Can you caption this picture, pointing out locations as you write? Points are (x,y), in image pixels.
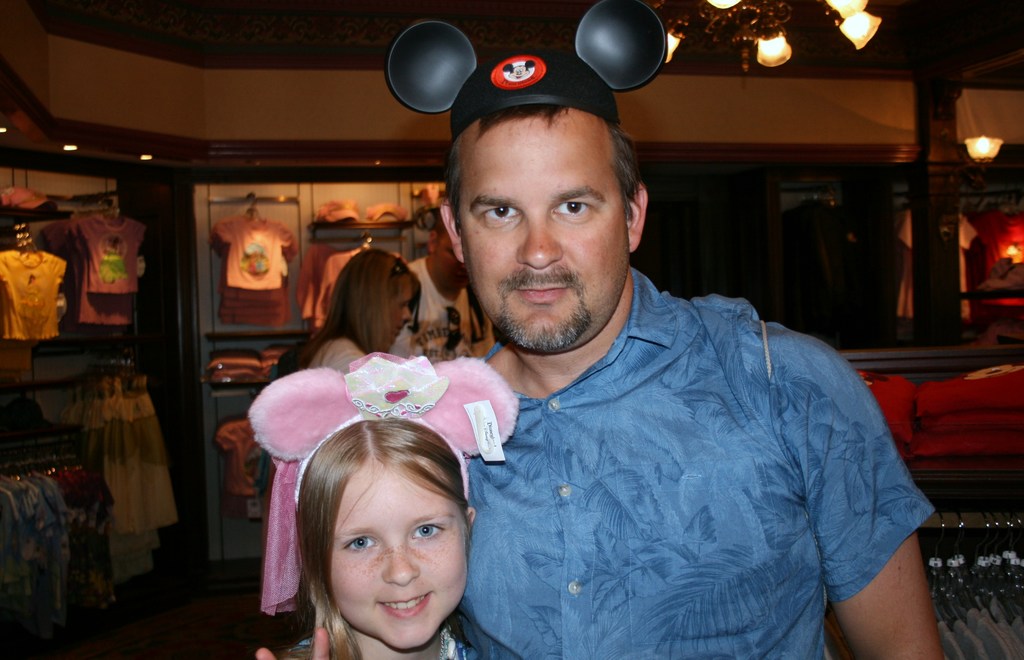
In this picture I can see few people (495,658) are standing and I can see a man (543,128) wore a cap (552,104) and I can see few clothes (268,266) to the hangers (985,564) and I can see lights (873,29) and It looks like a store (335,38).
